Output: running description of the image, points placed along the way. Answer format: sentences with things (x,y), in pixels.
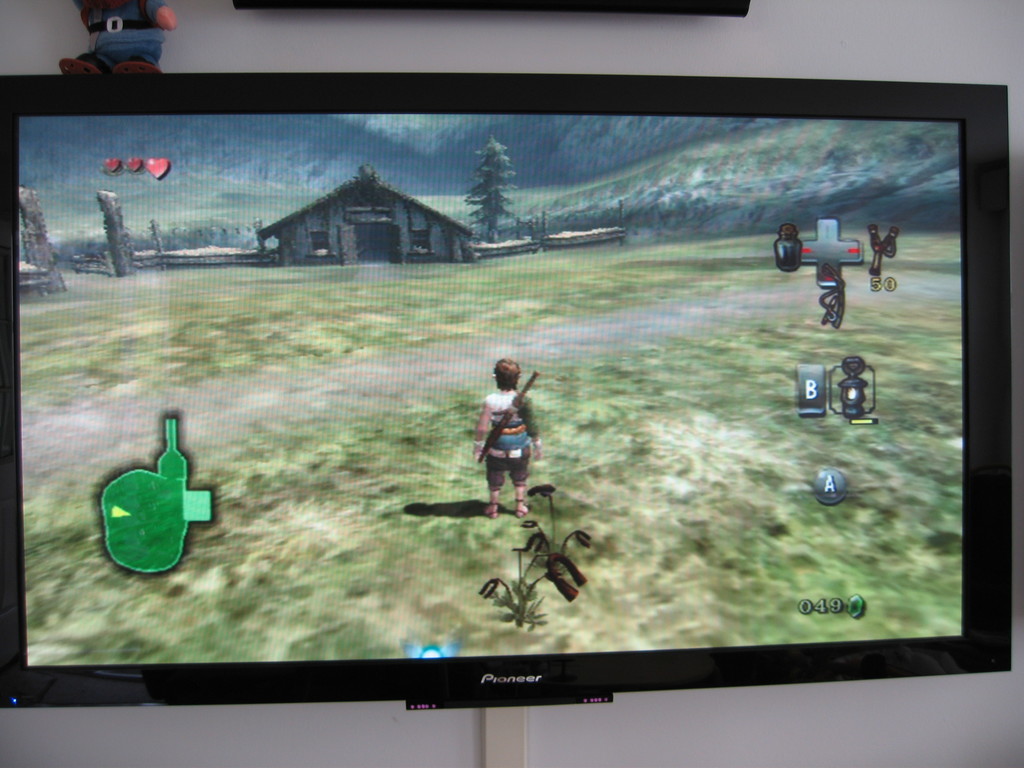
In this picture I can observe television (422,675) in the middle of the picture (558,274). In the television screen (327,373) I can observe video game (312,239).
